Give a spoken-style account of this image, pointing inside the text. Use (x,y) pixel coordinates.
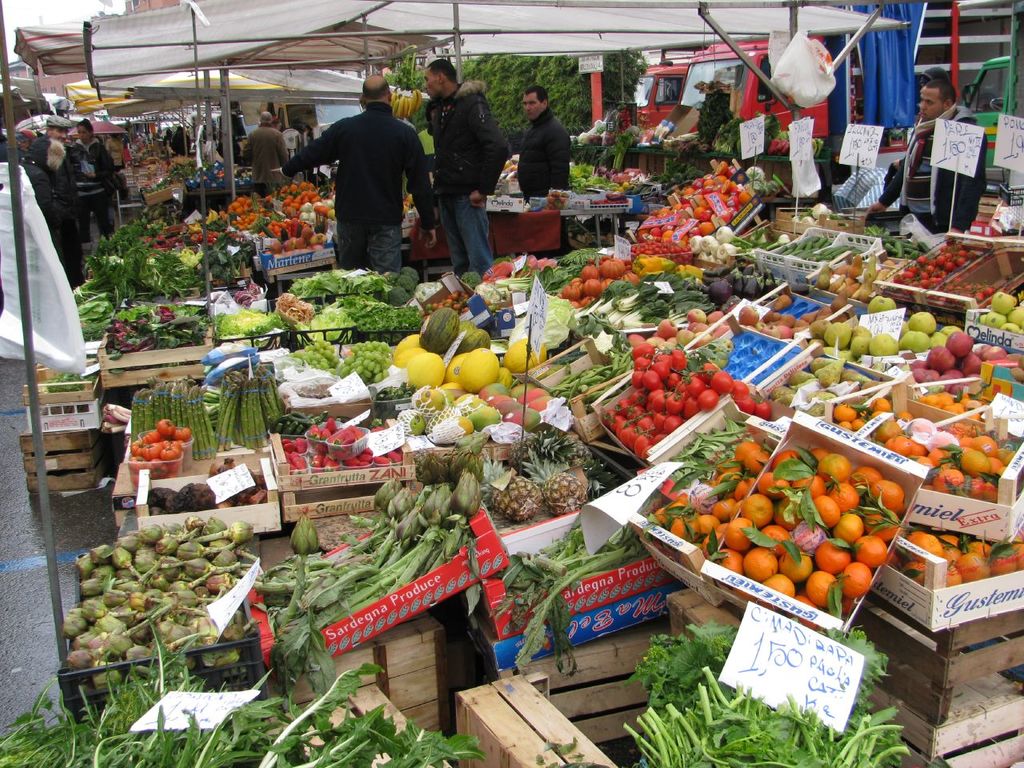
In this picture we can see there are vegetables (355,318) in the trays (399,464) and baskets (122,385). Behind the vegetables (317,276), there are price boards (939,147), stalls (194,140) and there are groups of people (347,130). Behind the stalls (161,102), there are buildings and trees (559,89). At the top right corner of the image (743,72), there are vehicles (661,78). On the left side of the image (16,185), there is a pole (38,452).
